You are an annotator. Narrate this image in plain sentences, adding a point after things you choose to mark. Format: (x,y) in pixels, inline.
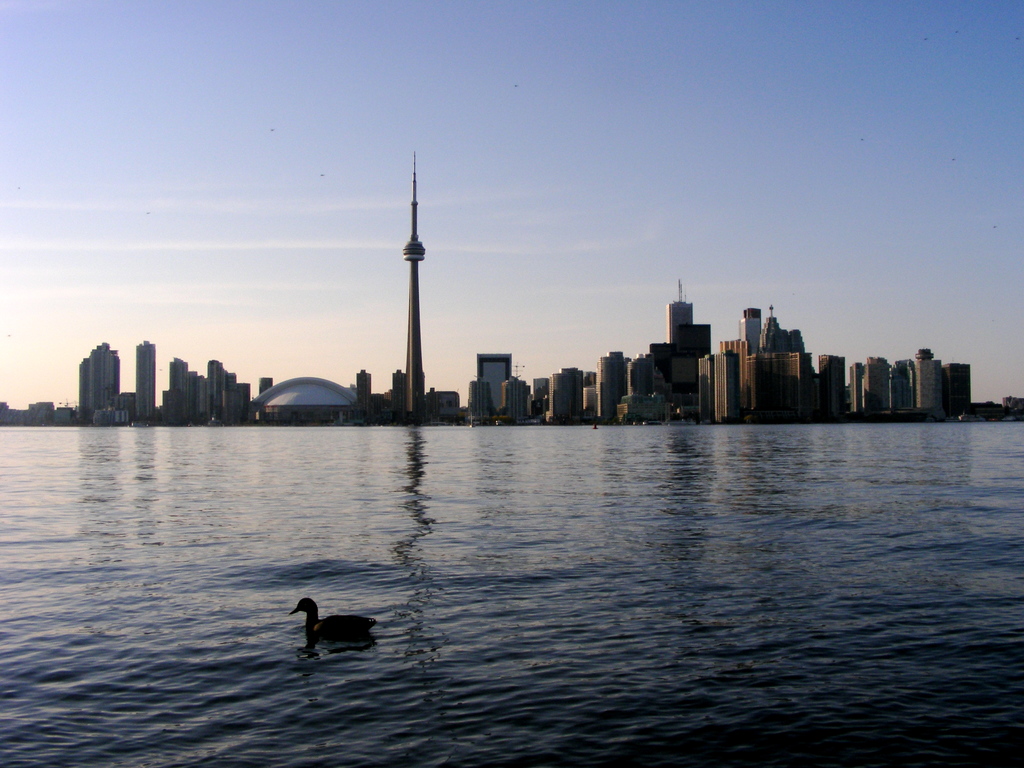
In the image there is a water surface (509,553) and behind the water surface (172,467) there are many buildings (545,406) and towers (733,364), there is a duck (314,608) swimming in the water (363,603).
